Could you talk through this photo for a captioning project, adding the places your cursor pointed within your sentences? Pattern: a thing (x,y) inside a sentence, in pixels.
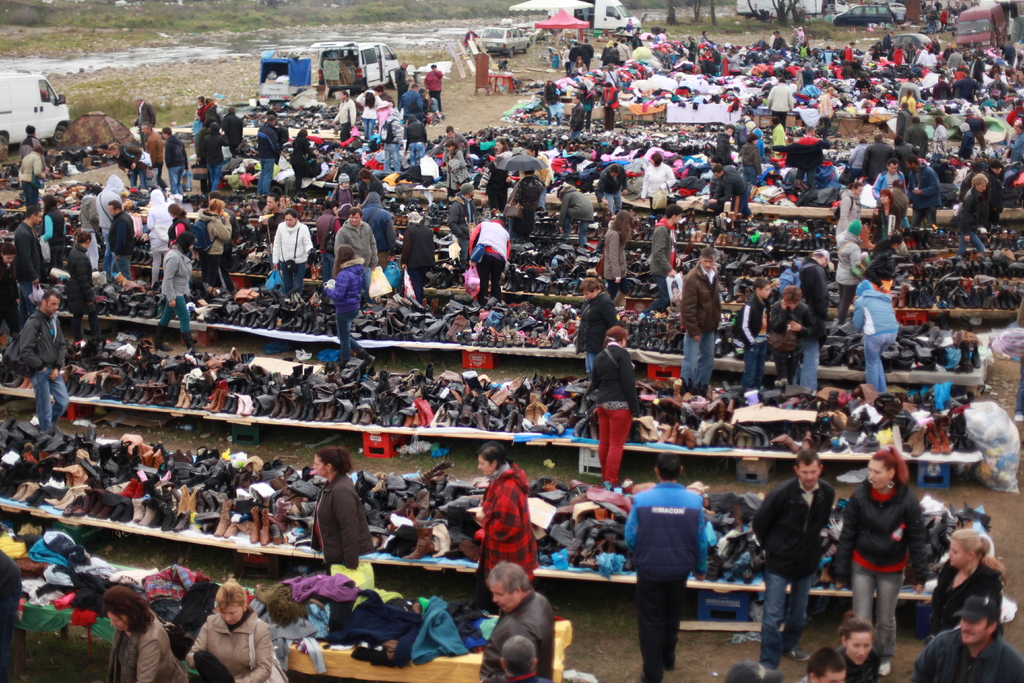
This image is taken in the market (301,506). In this image there are many people (792,317). We can see shoes (328,410), clothes (365,607) and many other objects (559,561) placed on the tables (766,205). On the right (983,472) there is a bag (985,456). In the background (578,29) we can see vehicles (395,74) and tents (535,23).
